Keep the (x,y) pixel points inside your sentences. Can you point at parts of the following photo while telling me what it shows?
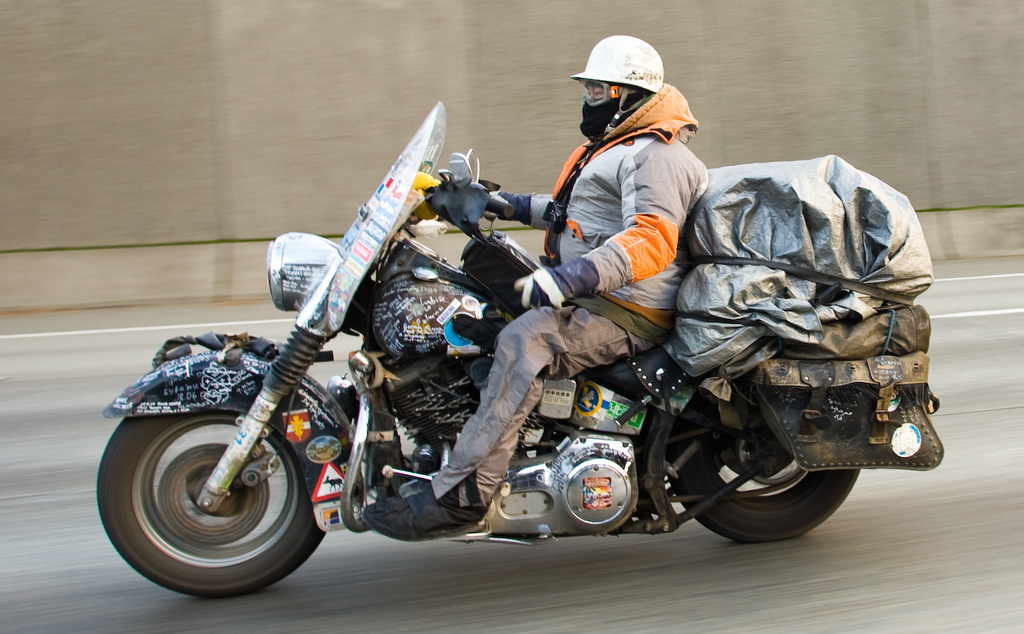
This is the picture of a man (572,259) riding a bike (461,339), on the bike (637,360) there are some items (745,275). The man (528,317) is riding a bike (411,337) on road (550,589).
